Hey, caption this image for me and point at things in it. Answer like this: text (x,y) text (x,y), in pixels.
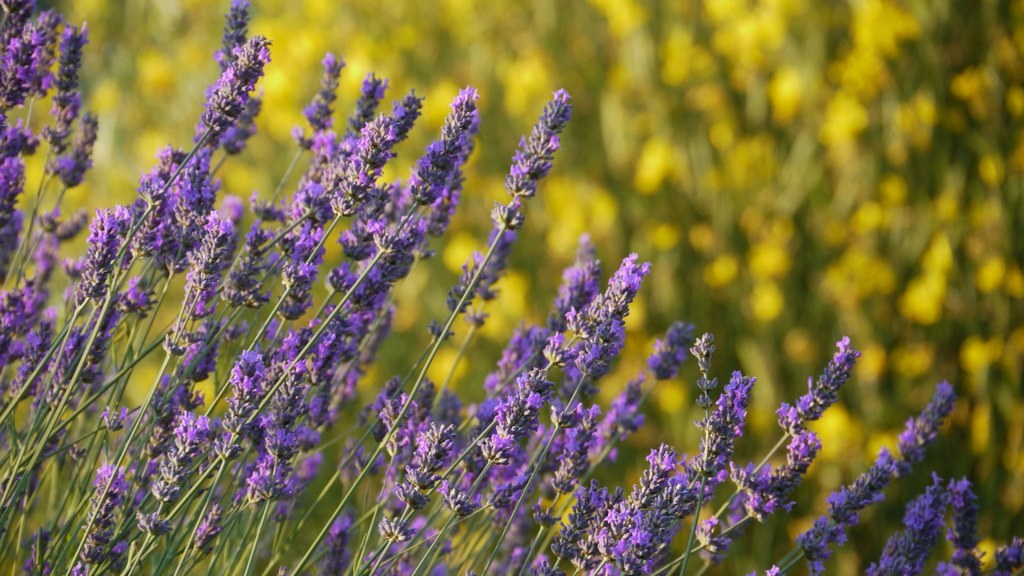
This image is taken outdoors. In the background (151,79) there are a few plants (872,200). In the middle of the image (357,302) there are a few plants (285,469) with lavender flowers (152,191). Those flowers (526,375) are purple in color.
